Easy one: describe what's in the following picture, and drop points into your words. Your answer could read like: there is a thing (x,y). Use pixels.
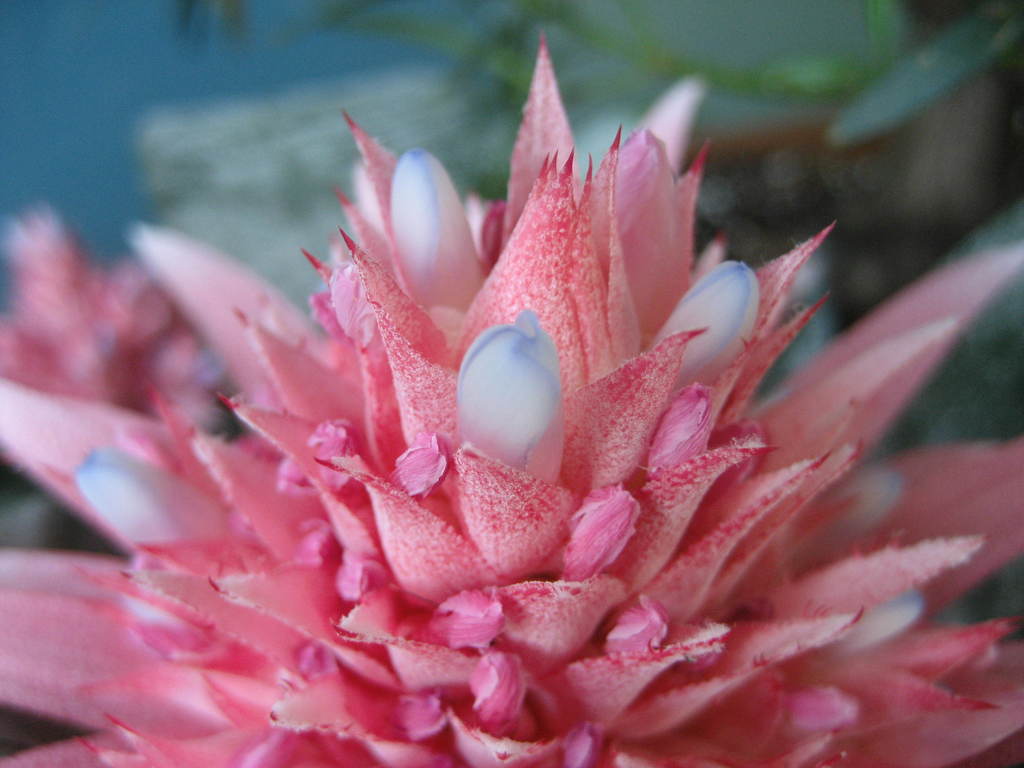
There is a pink and white color flower (491,390). In the background (533,59) it is blurred.
